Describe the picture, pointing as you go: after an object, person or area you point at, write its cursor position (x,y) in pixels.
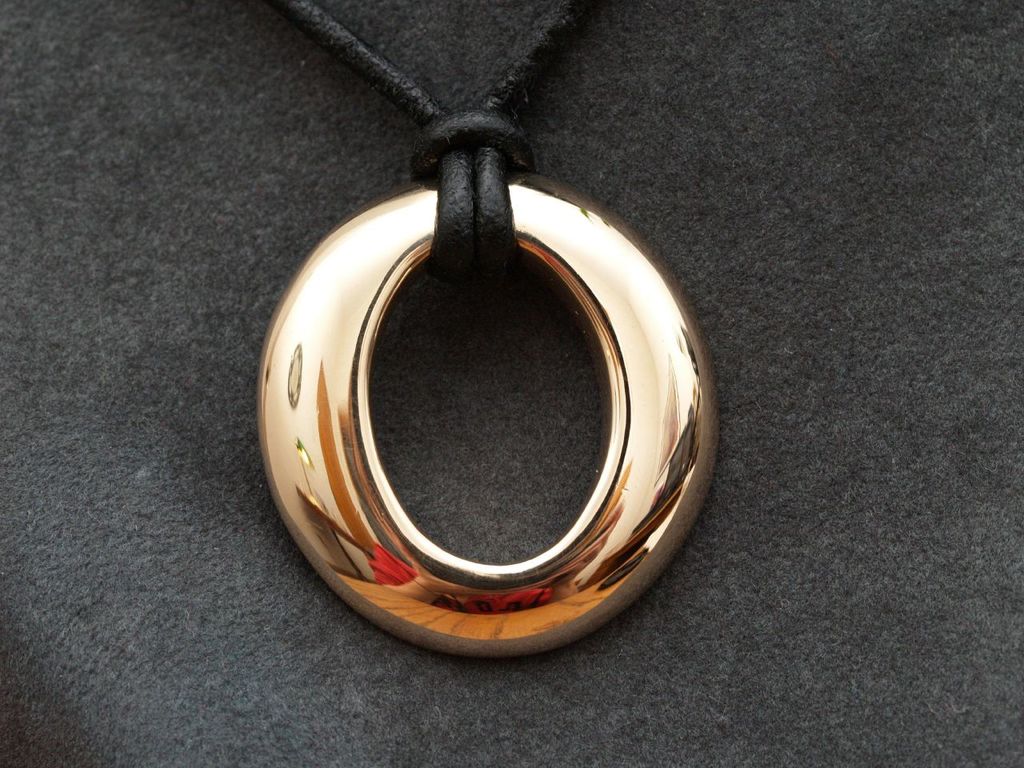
In this picture there is a golden necklace (347,410) placed on the black cloth (862,302).
